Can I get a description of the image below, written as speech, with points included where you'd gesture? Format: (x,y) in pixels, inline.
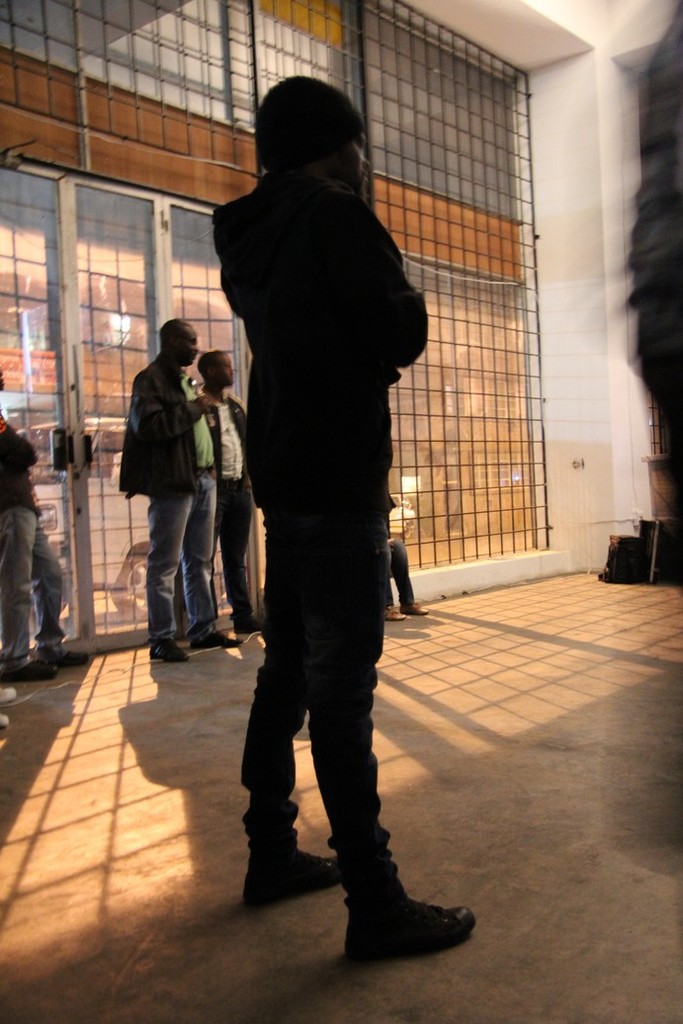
In this picture I can see there is a man (388,315) standing and he is wearing a coat (292,392) and cap (278,132) and there are few other people (216,404) standing here and there is a door (131,341) with a glass (100,456). There is a wall (602,341) in the backdrop (608,516).
